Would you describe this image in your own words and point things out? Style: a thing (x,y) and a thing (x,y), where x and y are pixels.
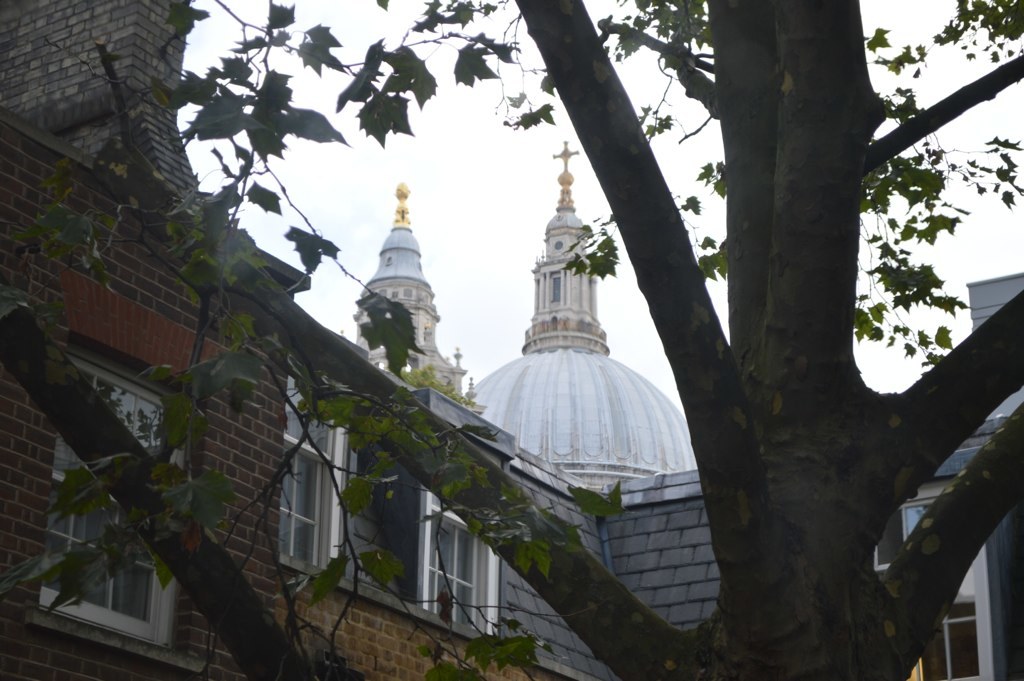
In this picture we can see a tree (606,589) in the front (601,587), in the background (566,510) there is a building (543,502), we can see windows (311,531) of the building (334,525), there is the sky (460,106) at the top of the picture (473,128).
